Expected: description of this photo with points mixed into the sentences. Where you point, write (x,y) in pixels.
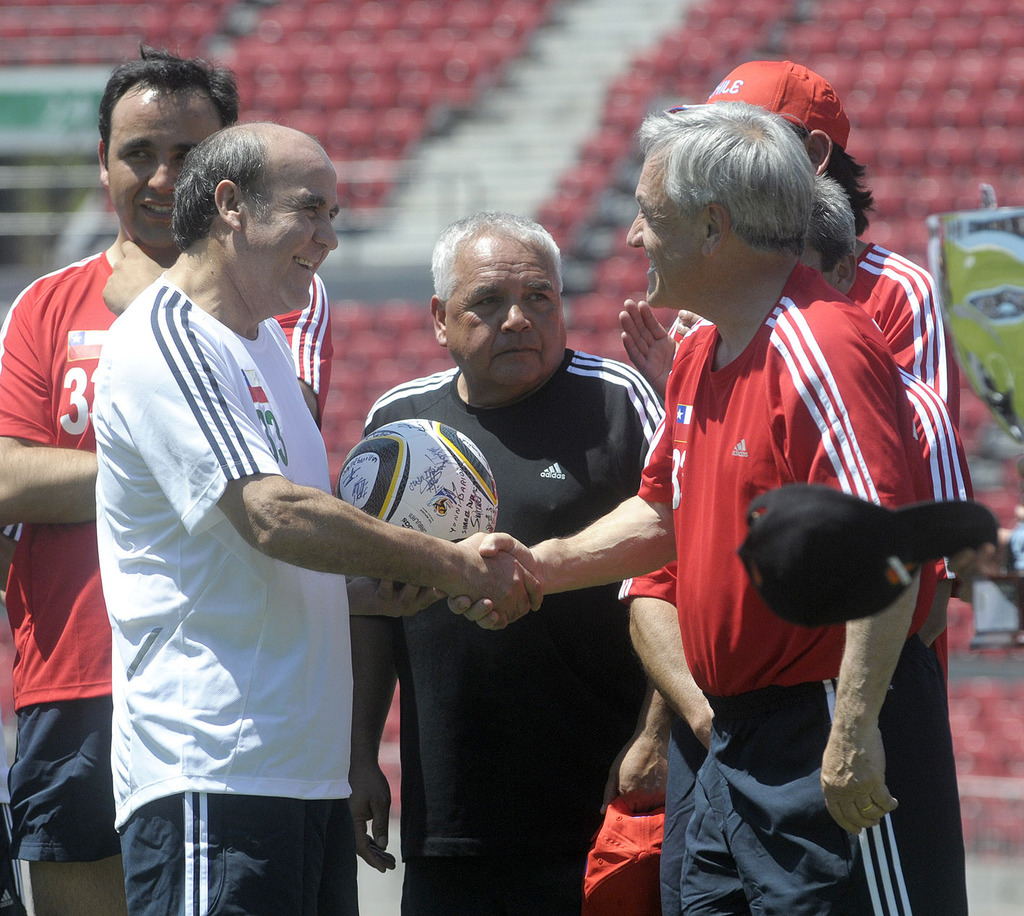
In this image I can see two persons (235,611) wearing white and red colored t shirts (236,617) and black shorts (716,708) are standing and shaking hands (451,545). I can see a black colored cap (797,514) over here and few persons (484,371) standing. In the background (589,88) I can see few stairs (591,66), few red colored chairs (459,99) in the stadium (424,14) and few other objects (1000,391).
